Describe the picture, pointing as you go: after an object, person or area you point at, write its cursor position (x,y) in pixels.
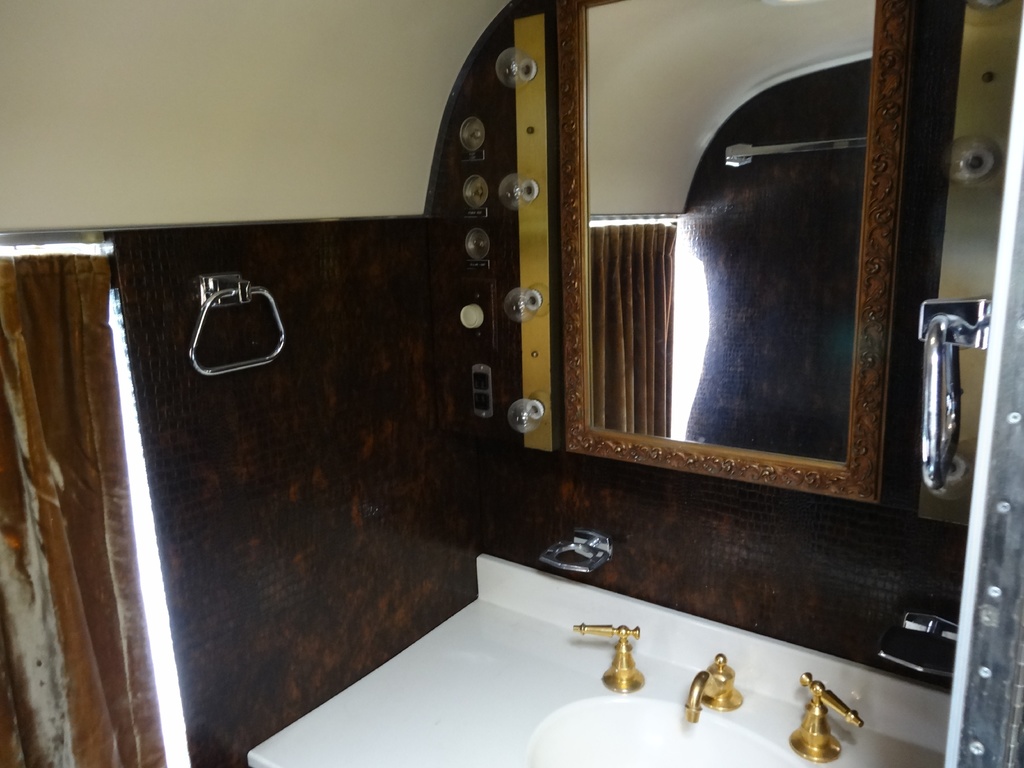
This is the picture of a place (373,432) where we have a wash basin (613,695) to which there are three taps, mirror (604,346) and three stands (274,297).
